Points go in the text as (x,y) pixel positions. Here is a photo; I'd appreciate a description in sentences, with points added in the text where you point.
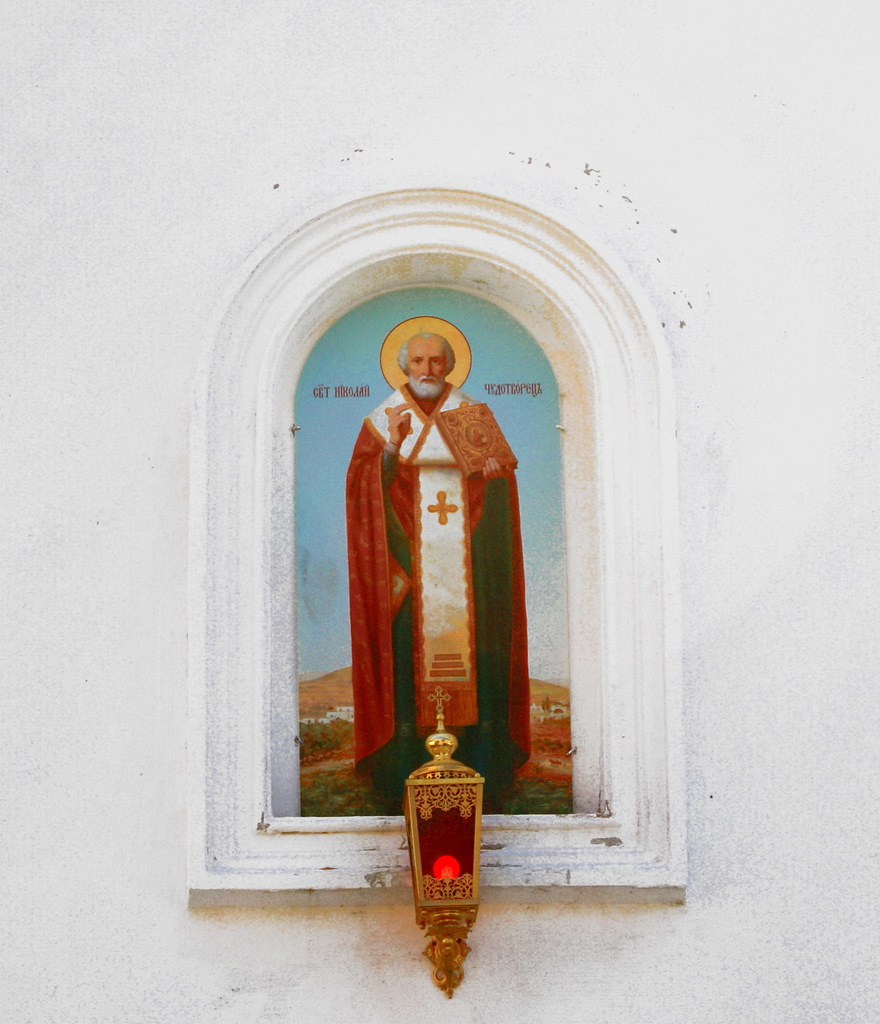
In this image I can see a person (451,453) is standing and wearing different color dress (483,479) and I can see a cross symbol (439,497) on it. In front (443,879) I can see the red bulb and the white wall (130,385).
